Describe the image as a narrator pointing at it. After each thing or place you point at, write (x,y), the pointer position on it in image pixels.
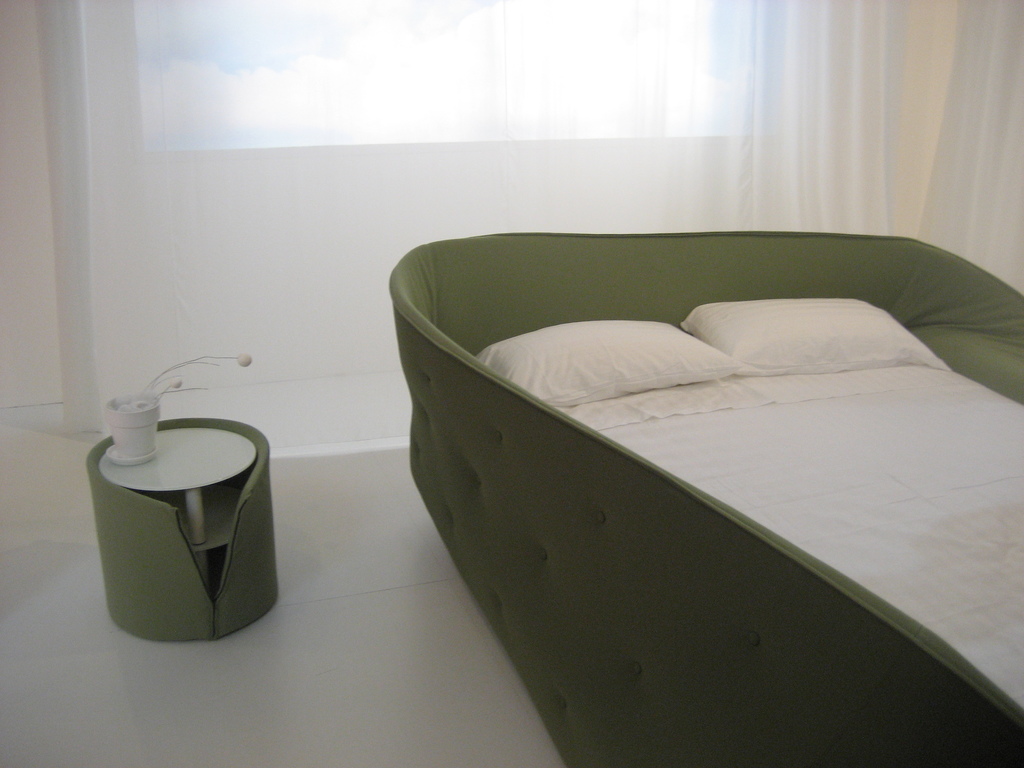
This image is taken indoors. In the background (508,203) there is a wall (183,157) with a window (280,115) and there is a curtain (189,182) which is white in color. At the bottom of the image (346,679) there is a floor (348,700). On the right side of the image (820,410) there is a bed (677,463) with a bed sheet (865,503) and two pillows (792,349). On the left side of the image (181,472) there is a table (173,485) with a flower vase (128,418) on it.
